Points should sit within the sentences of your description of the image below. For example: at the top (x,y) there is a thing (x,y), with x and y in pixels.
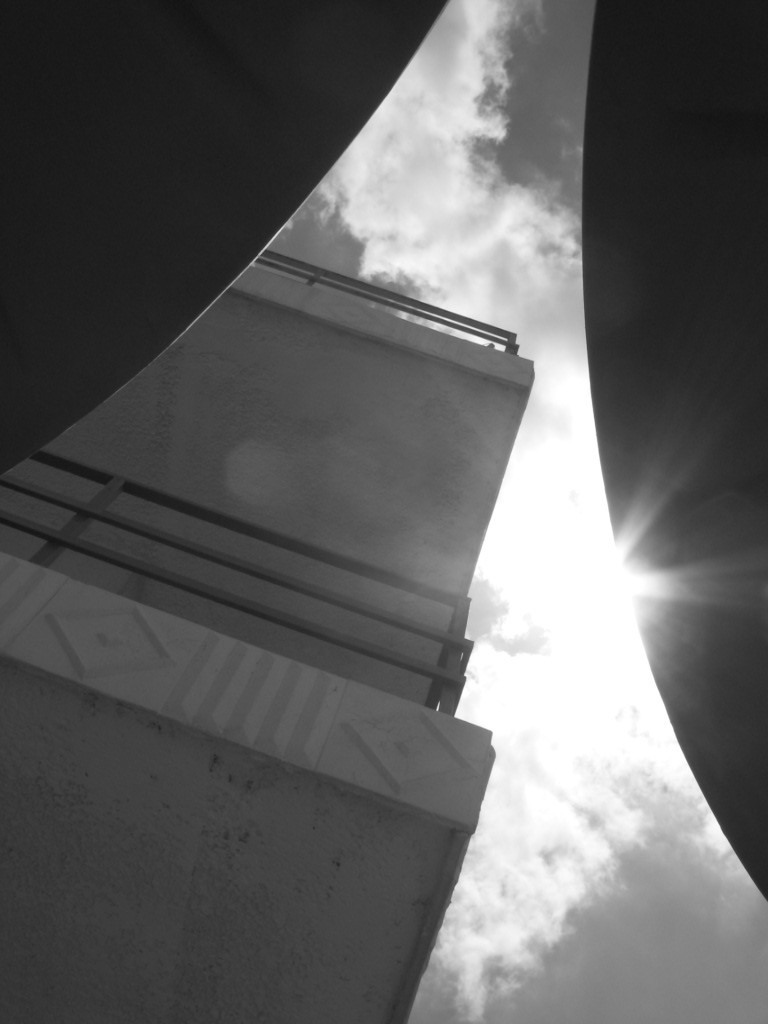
In this picture we can see a building's (245,727), there is the sky (432,229) at the top of the picture (513,74), we can see railing (274,264) here.
